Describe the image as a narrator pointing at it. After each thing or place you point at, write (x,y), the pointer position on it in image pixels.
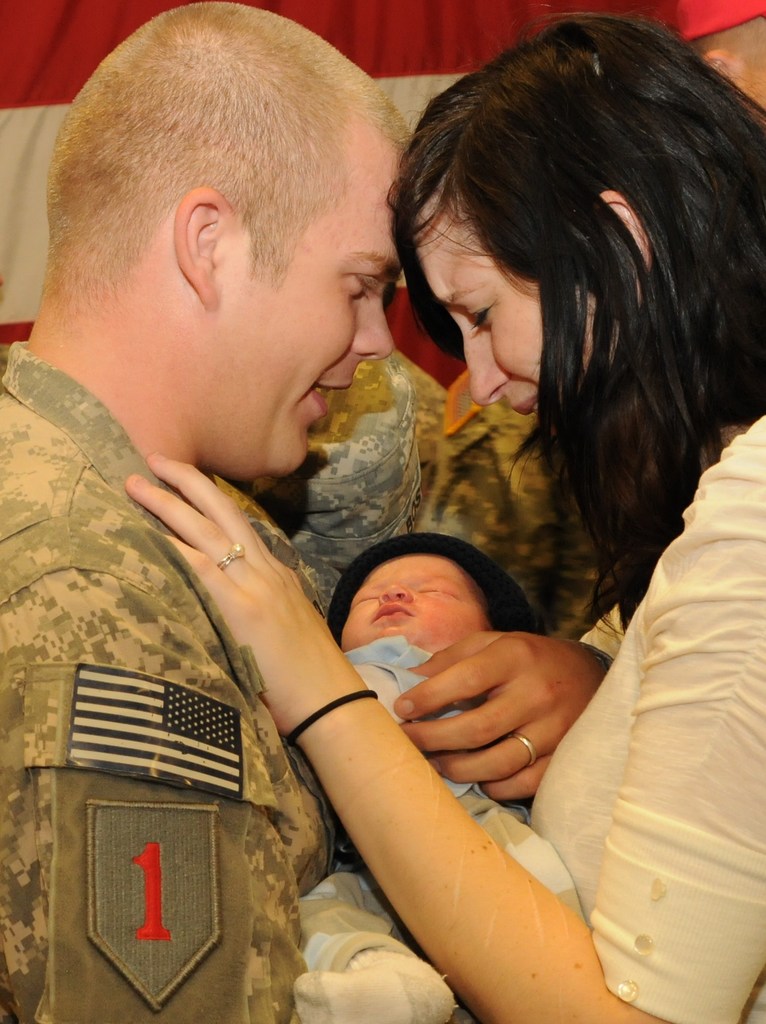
In this picture I can observe a couple (342,167) in the middle of the picture (465,660). In between them there is a baby (359,966).
